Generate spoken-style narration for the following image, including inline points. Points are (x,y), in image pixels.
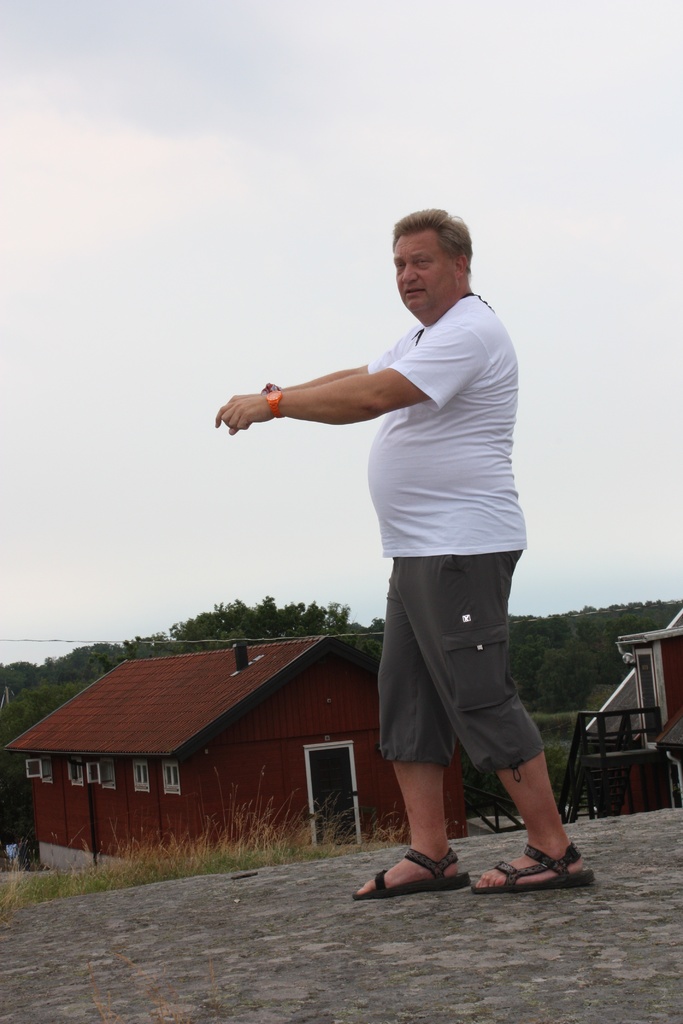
In this picture we can see a person (450,867) standing on the ground (523,943) and in the background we can see houses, grass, trees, sky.
